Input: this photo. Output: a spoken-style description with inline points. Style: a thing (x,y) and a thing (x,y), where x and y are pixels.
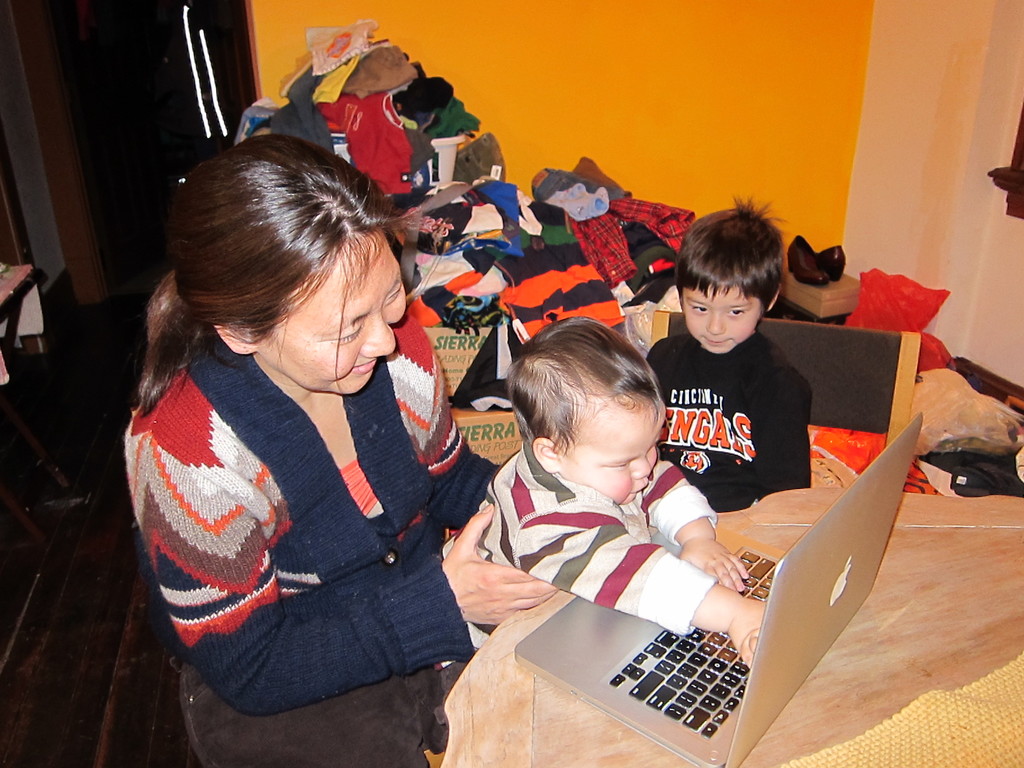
In this image there is a woman (480,495), baby (629,410), boy (708,342) sitting in a chair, and there is a laptop (671,706) in the table (824,497) and at the back ground (859,250) there are some clothes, wall (591,125).
